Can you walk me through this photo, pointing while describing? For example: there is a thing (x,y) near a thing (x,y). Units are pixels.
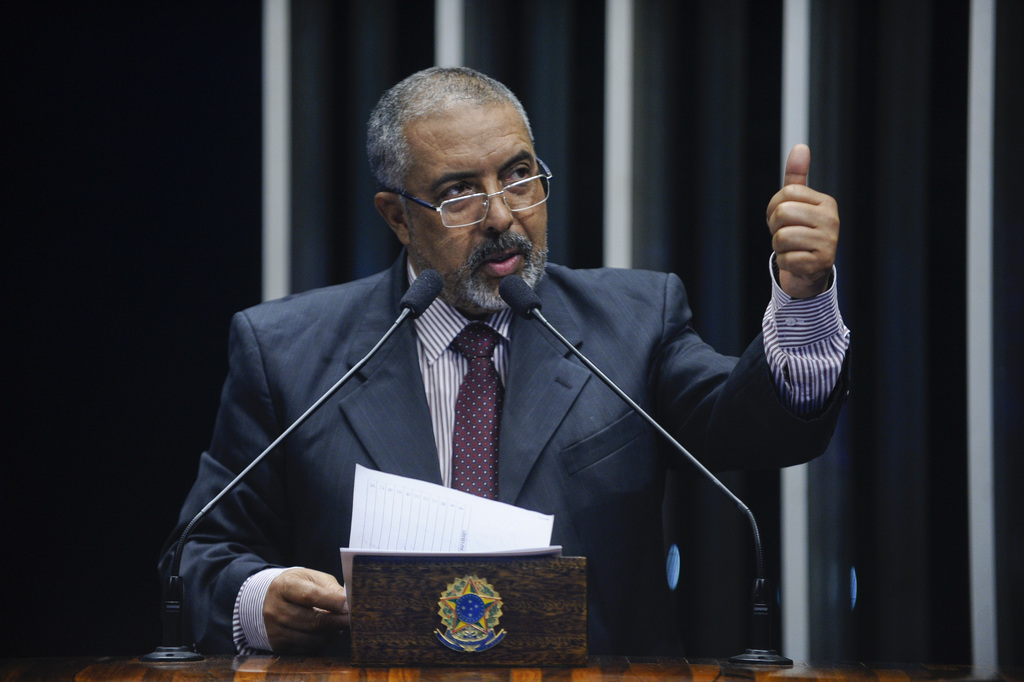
In this picture there is a person (439,362) wearing black suit (608,400) is standing and there are two mics (756,583) and few papers (441,553) in front of him and the background (339,42) is in black and white color.
